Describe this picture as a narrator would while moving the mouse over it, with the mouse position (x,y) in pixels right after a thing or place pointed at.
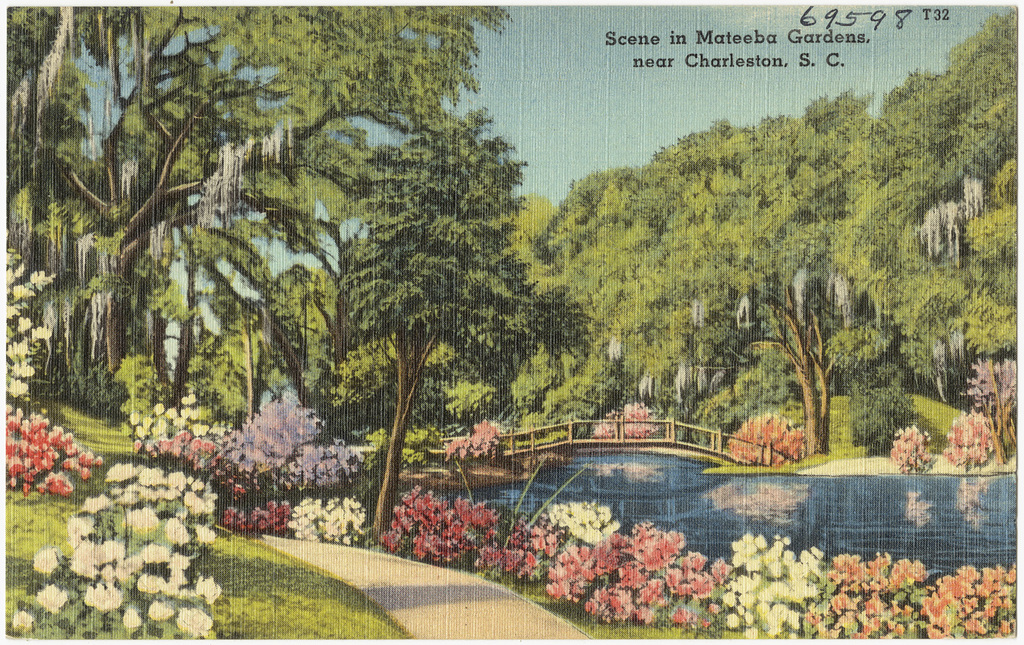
In this image, we can see a poster (449,313) with some trees (104,197), plants (865,620) with flowers (609,539). We can also see some grass (248,613), water (797,508) and the reflection (796,512) of the plants (915,431) in the water (733,498). We can also see a bridge (703,445). We can also see the sky (507,106).
